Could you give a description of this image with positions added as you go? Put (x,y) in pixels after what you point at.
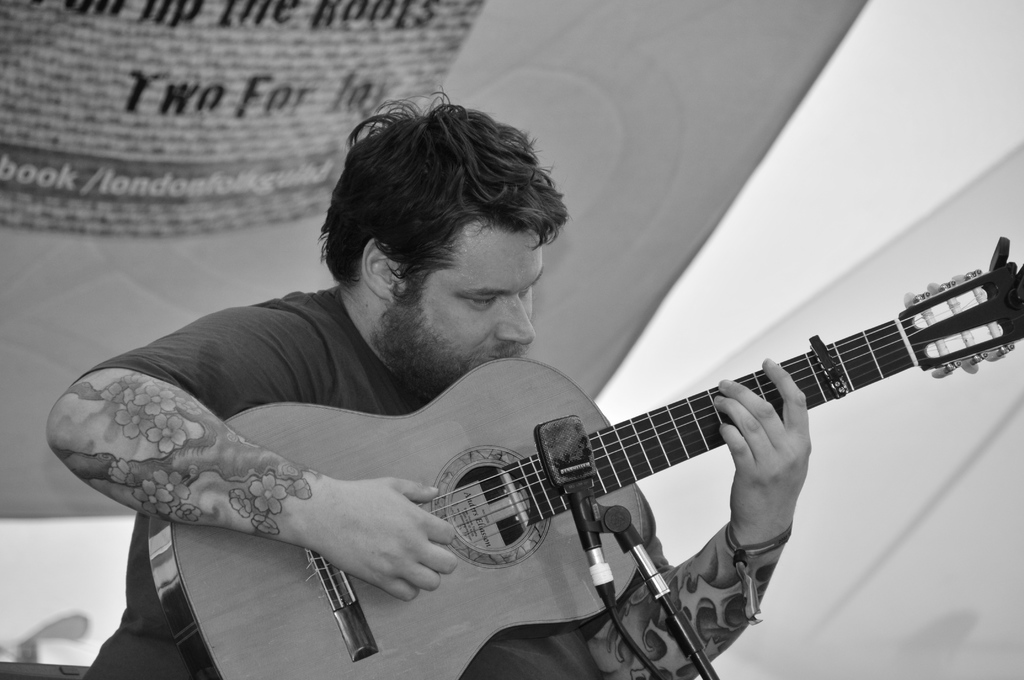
This picture shows a man (427,174) seated and playing guitar (961,354) and we see a microphone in front of him.
